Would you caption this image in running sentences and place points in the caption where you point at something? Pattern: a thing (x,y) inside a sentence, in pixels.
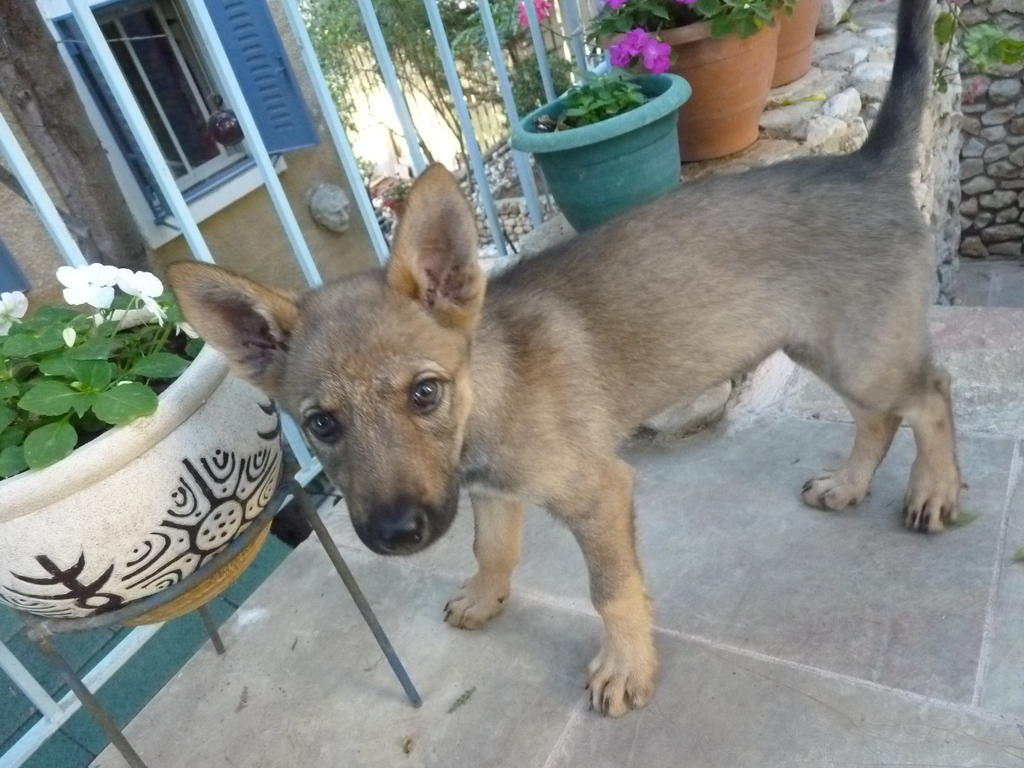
In this image, I can see a dog (596,365) standing. These are the flower pots (106,483) with the flower plants (627,51) in it. This looks like a building (197,130) with a window (187,116). I think this is a wall (986,138), which is built with the rocks (983,121).
